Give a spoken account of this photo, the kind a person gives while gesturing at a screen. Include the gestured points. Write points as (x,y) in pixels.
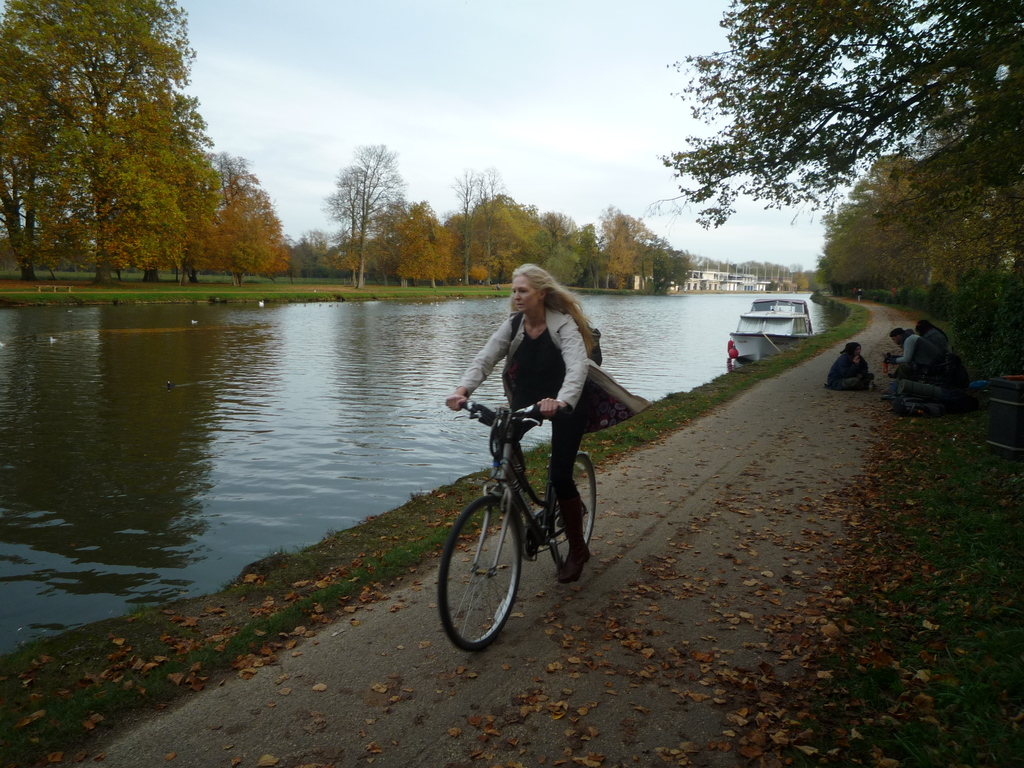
Here in the front (518,274) we can see a woman (526,276) riding a bicycle (545,515) and on the right side (867,380) we can see a group of people (911,333) sitting and behind her we can see a lake (299,315) and there is a boat (754,328) present in the lake (696,362) and there are number of trees (493,212) present and in the far we can see buildings (722,276).
